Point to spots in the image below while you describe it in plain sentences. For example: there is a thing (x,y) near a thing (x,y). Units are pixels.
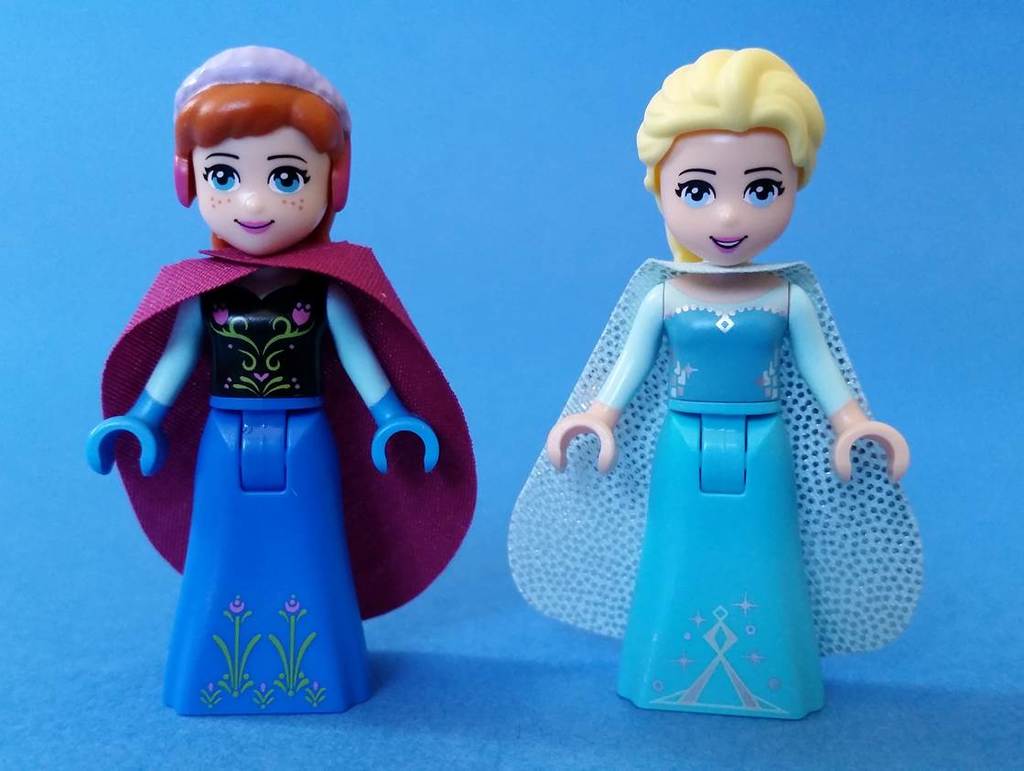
In this picture there are two toys (636,442) on a blue surface (485,691).
